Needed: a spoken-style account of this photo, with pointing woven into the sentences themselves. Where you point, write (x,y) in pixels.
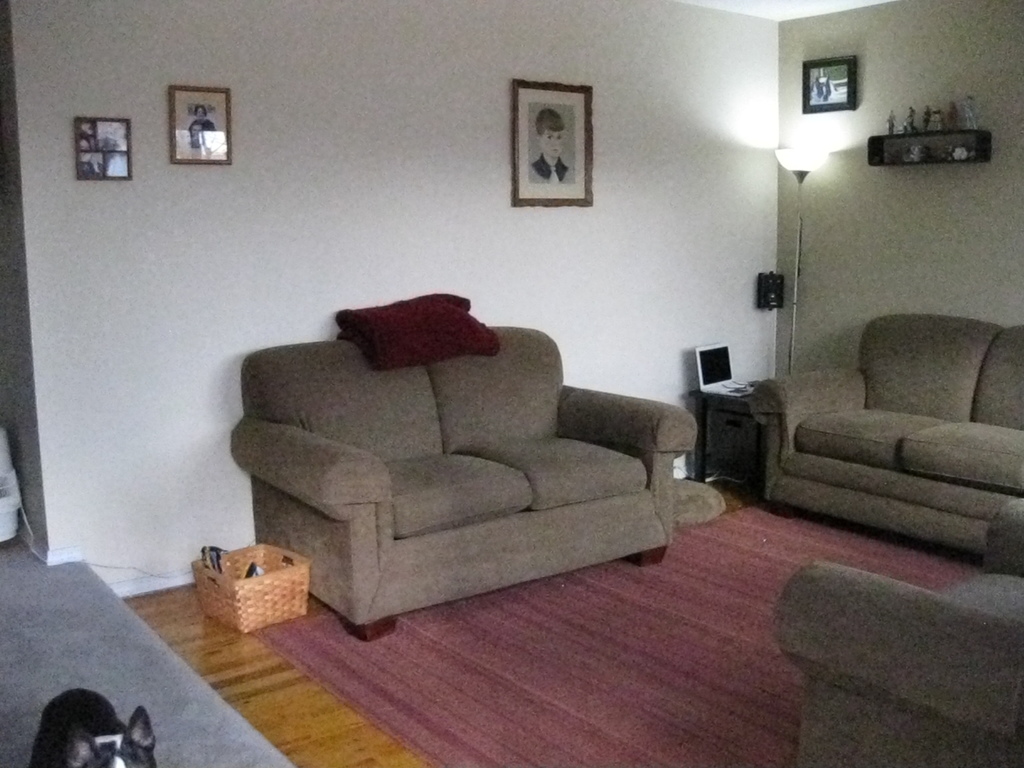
In this image i can see few couches (400,444), a towel (451,339), a basket (294,572) and a animal (39,753). In the background (250,324) i can see the wall (349,177), few photo frames (195,153) attached to the wall (790,104), a lamp (816,163), a shelf (903,145) and few objects (926,112) in it, a laptop (723,380) and the floor mat (650,614).
